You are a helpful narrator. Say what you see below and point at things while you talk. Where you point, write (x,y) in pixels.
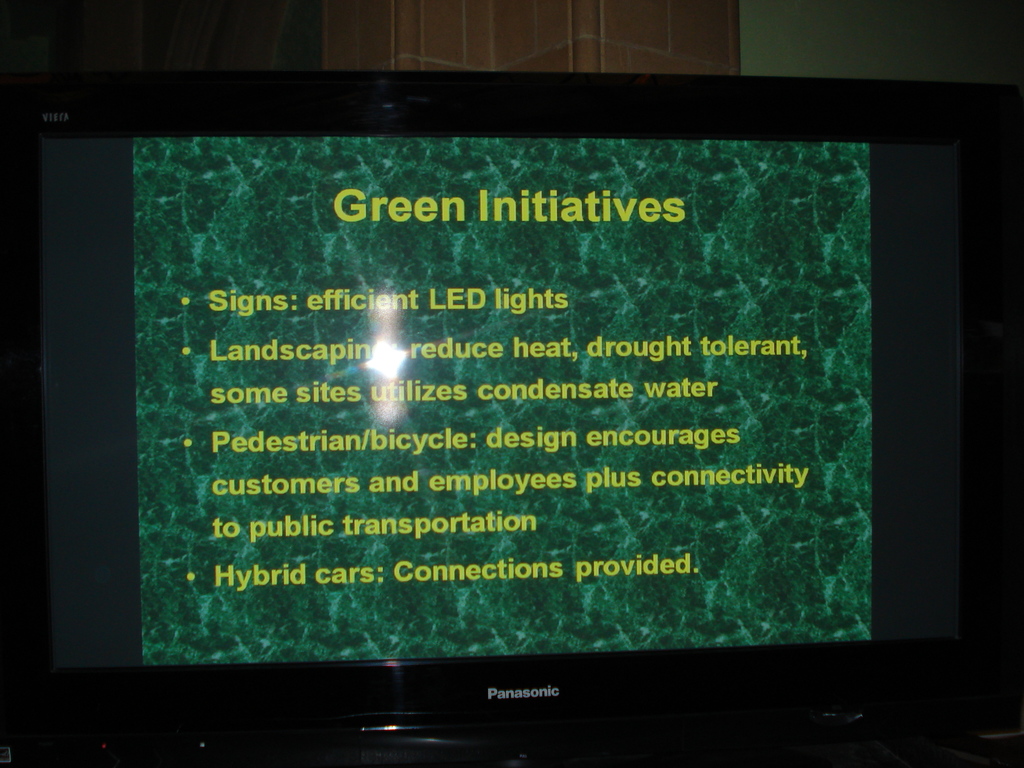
In the image we can see there is a tv screen (532,506) on which there is a poster (334,256) on which it's written "Green Initiative".
